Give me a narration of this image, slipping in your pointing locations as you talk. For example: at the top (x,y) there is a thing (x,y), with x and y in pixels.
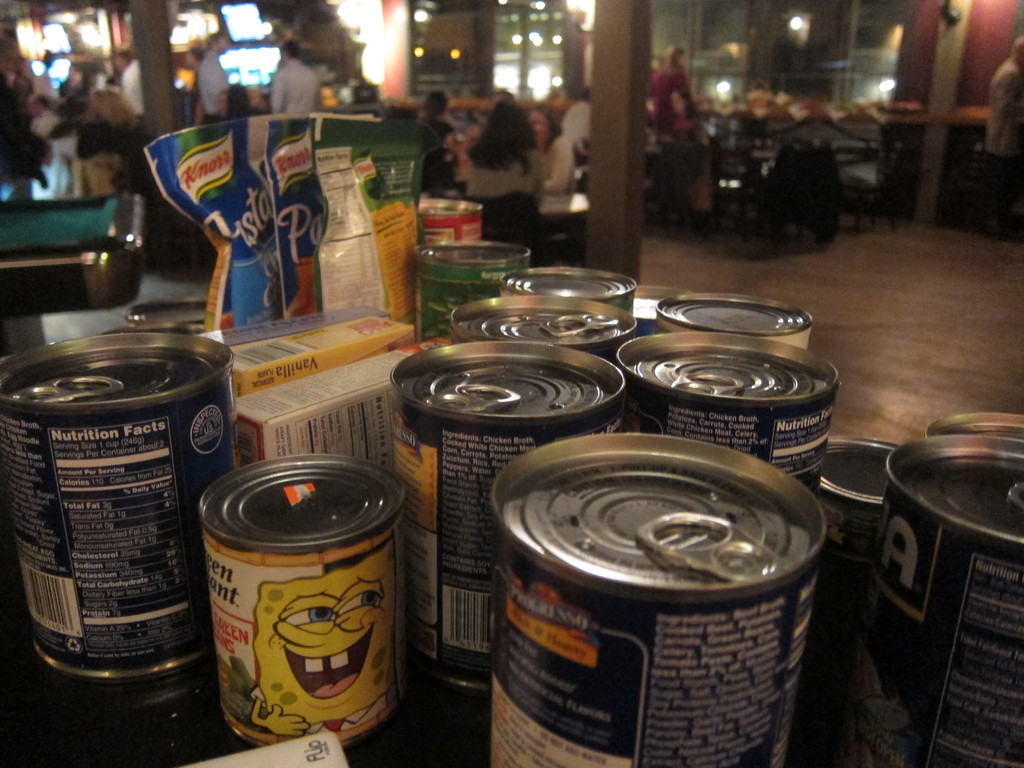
In this image I can see few tins (522,452) and few objects (300,419). In the background (282,51) I can see pillars (626,156), lights (345,20), few people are sitting on the chairs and I can see the blurred background (744,44).
